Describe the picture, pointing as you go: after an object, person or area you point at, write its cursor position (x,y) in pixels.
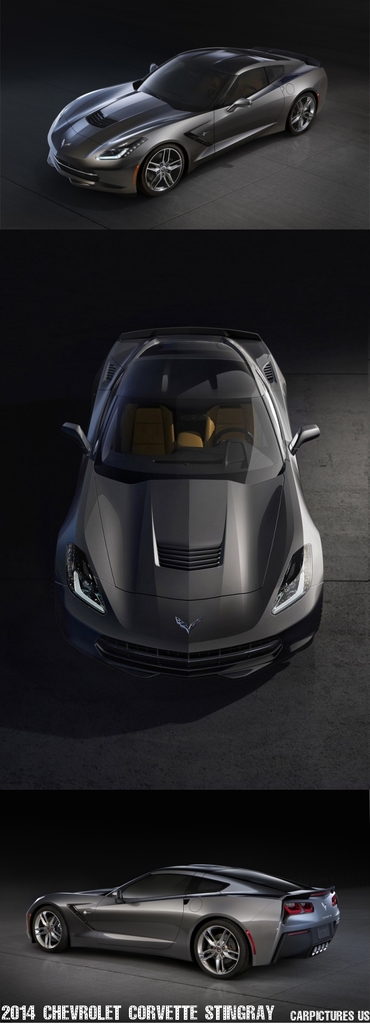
This is a collage image. In this picture we can see the cars (216,514) on the floor (321,765). At the bottom of the image (325,1018) we can see the text (94,1012).
